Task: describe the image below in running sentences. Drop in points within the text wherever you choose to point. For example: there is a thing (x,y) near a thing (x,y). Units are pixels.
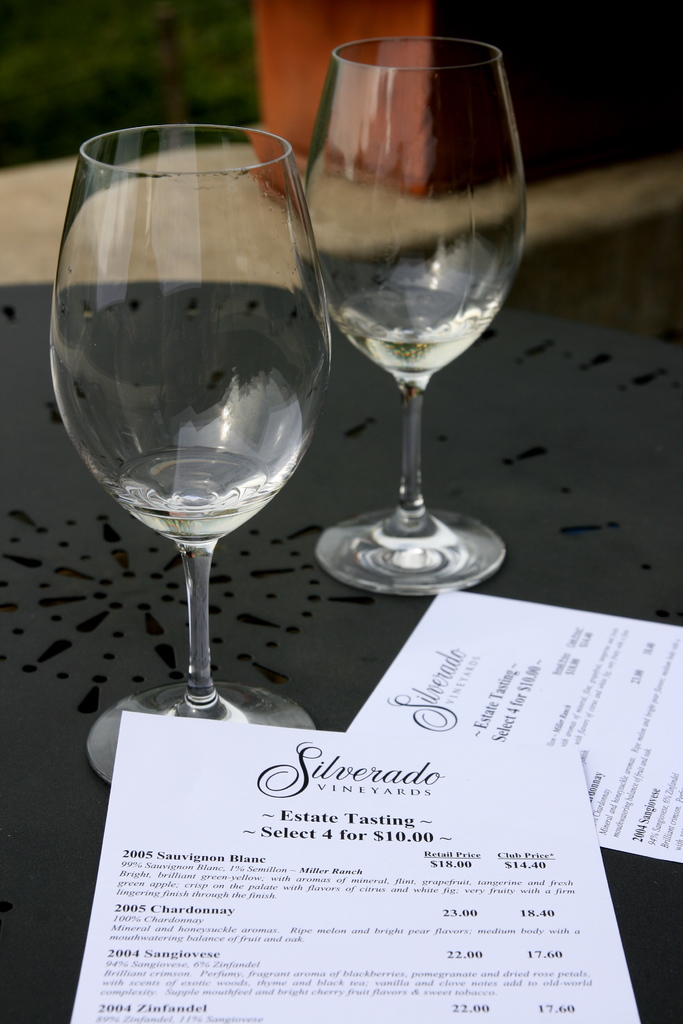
In this picture, we see a table (229,548) on which two glasses (230,532), papers (443,726) are placed.
